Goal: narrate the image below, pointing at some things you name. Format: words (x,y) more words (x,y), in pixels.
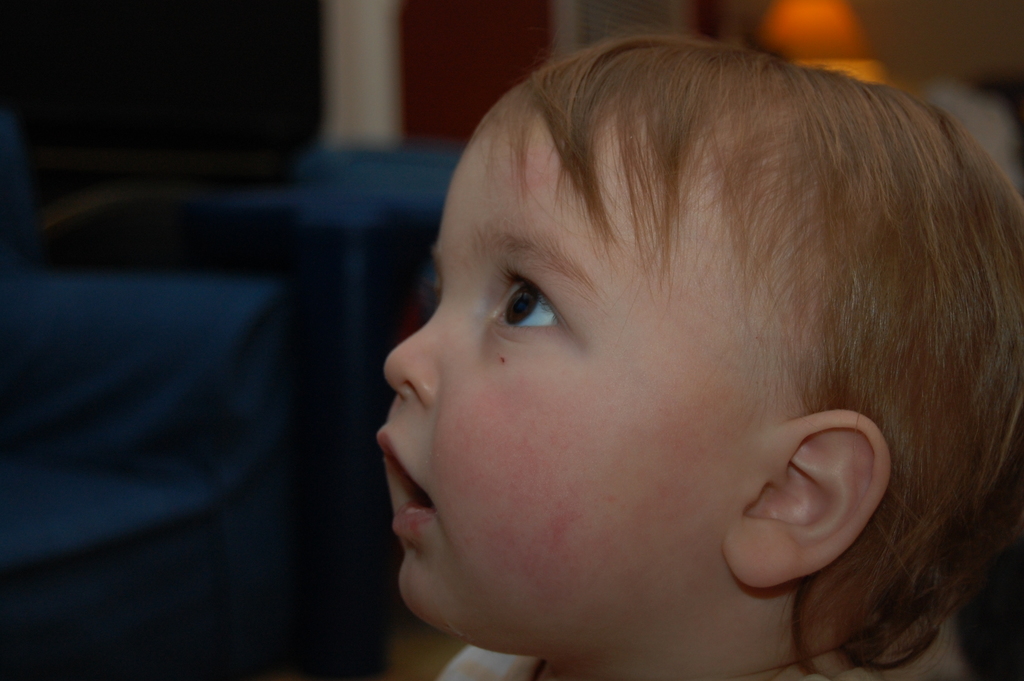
In the image in the center (490,390) we can see one baby (718,512). In the background (236,93) we can see wall (928,15), light (807,49), sofas (207,304) and few other objects (137,107).
